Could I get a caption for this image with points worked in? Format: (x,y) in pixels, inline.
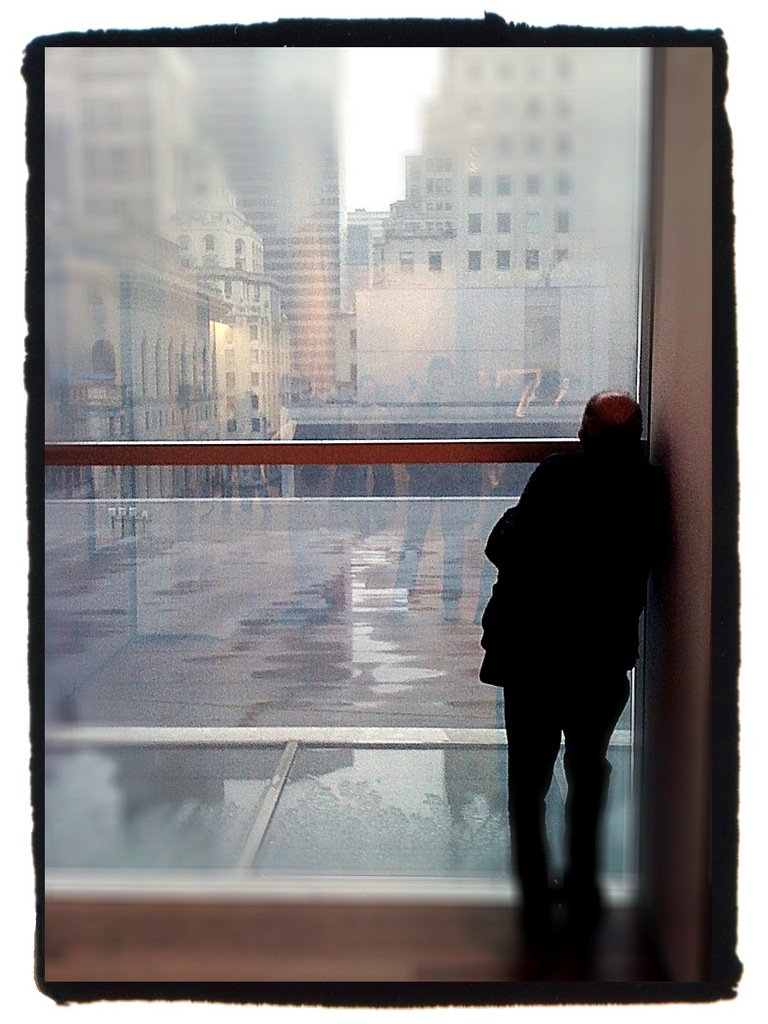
In this image I can see a man (561,524) is standing. I can also see glass (249,428) and in reflection (475,377) I can see few people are standing. In background (267,230) I can see number of buildings (305,306) and I can see this image is little bit blurry.
